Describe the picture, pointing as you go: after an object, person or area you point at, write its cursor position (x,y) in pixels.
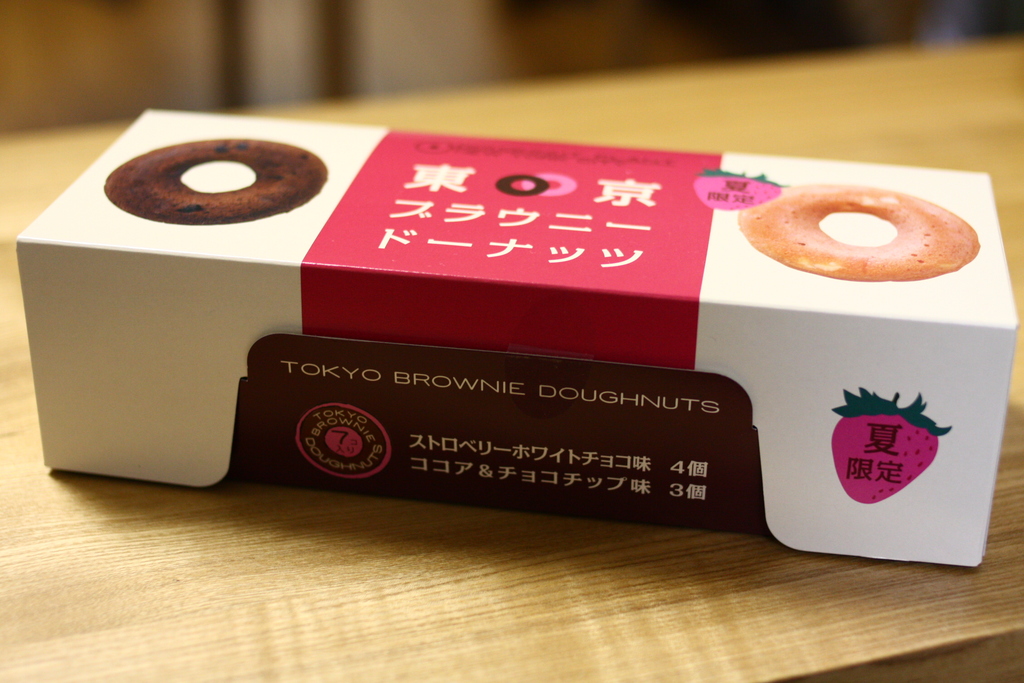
In this image there is doughnuts box (352,466) on the table (392,502).
